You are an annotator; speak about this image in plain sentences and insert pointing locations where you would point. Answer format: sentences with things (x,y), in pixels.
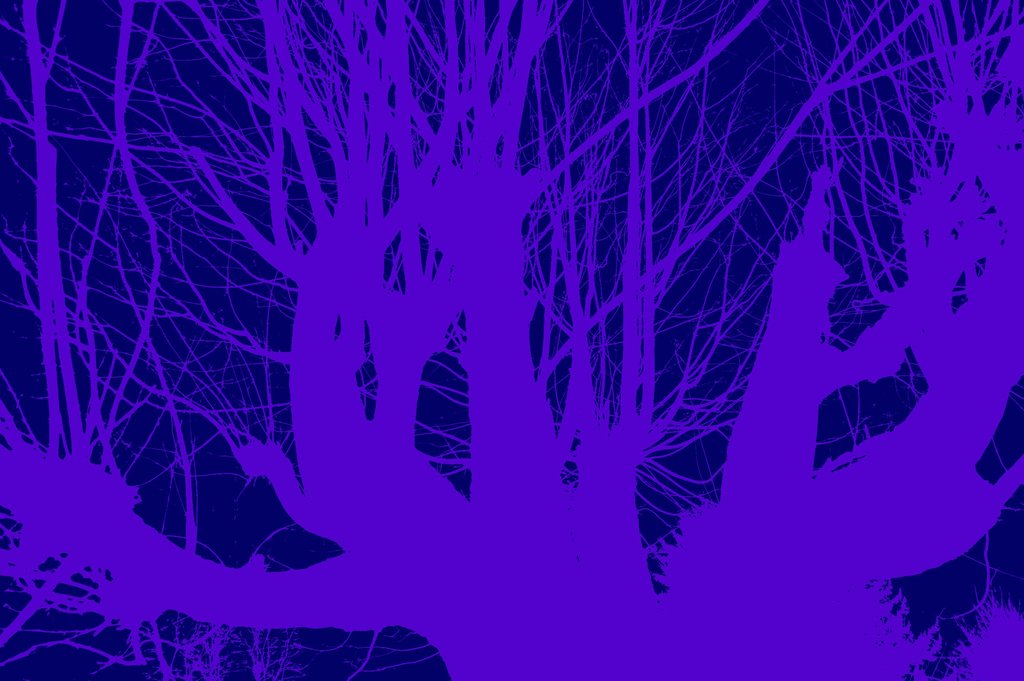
This is a purple picture, we can see a tree (463,77) and some branches (52,316) of the tree (476,188).
